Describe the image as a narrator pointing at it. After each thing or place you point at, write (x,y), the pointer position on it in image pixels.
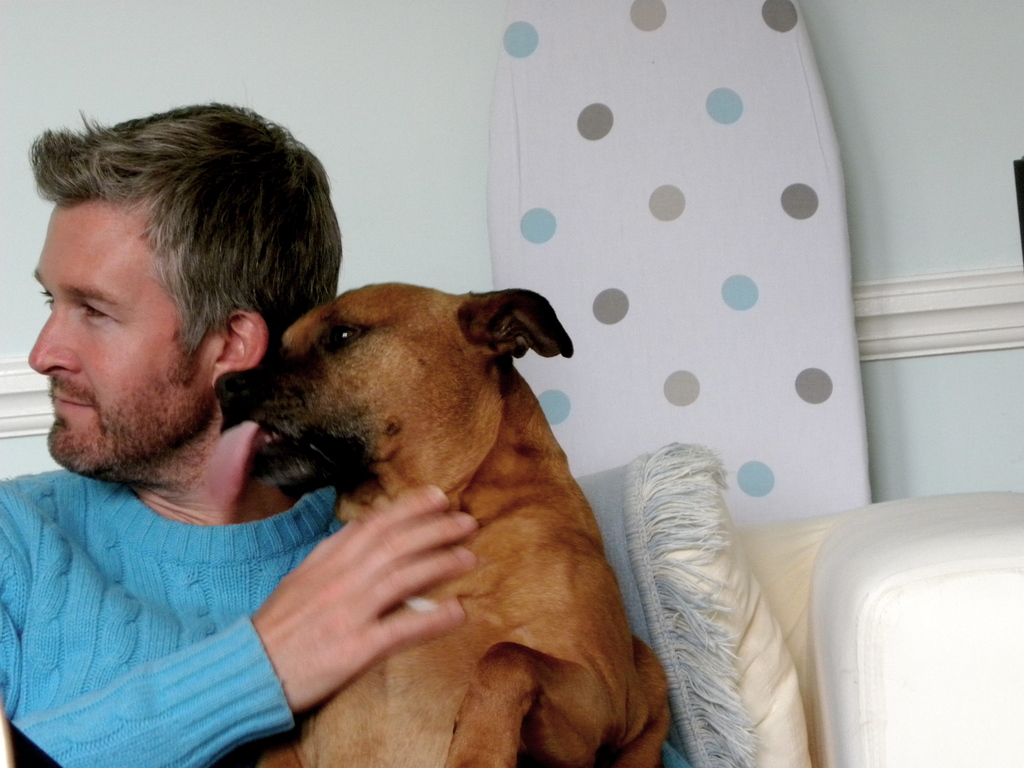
This person (135,687) sitting on the chair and holding dog (436,586) with his hands (410,552). On the background (209,45) we can see wall (284,54).
